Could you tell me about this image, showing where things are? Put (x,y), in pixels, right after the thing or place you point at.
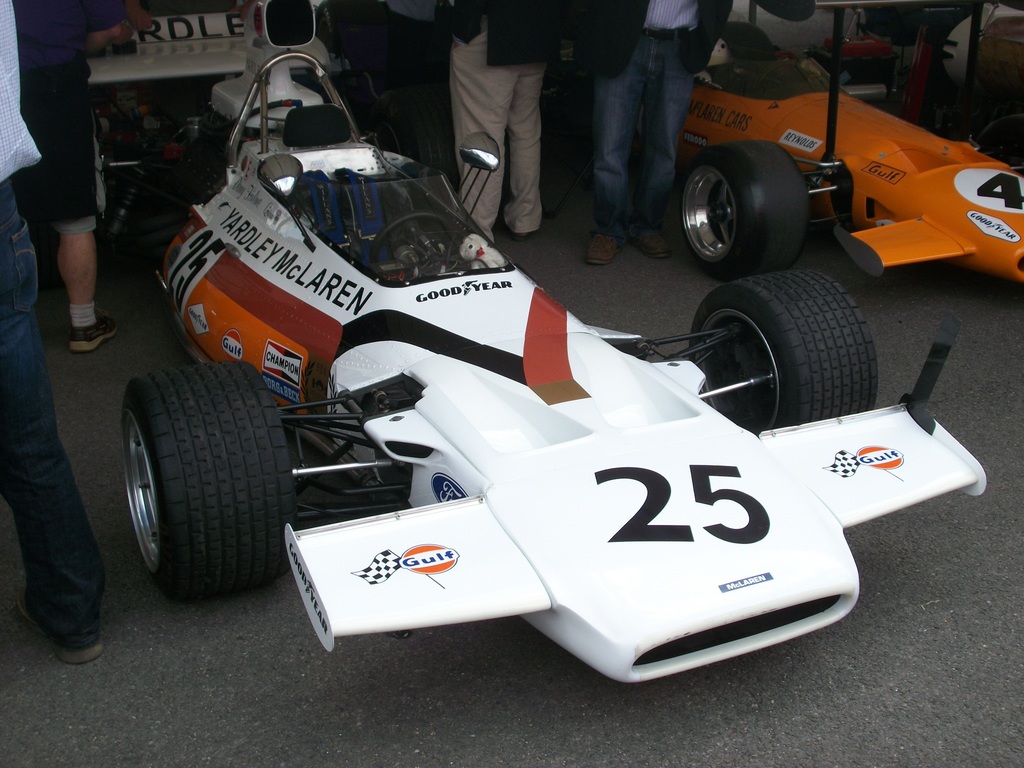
In this image we can see sport cars (702,362). On the cars (685,364) we can see some text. Behind the cars (208,120) we can see persons (614,208) truncated.
